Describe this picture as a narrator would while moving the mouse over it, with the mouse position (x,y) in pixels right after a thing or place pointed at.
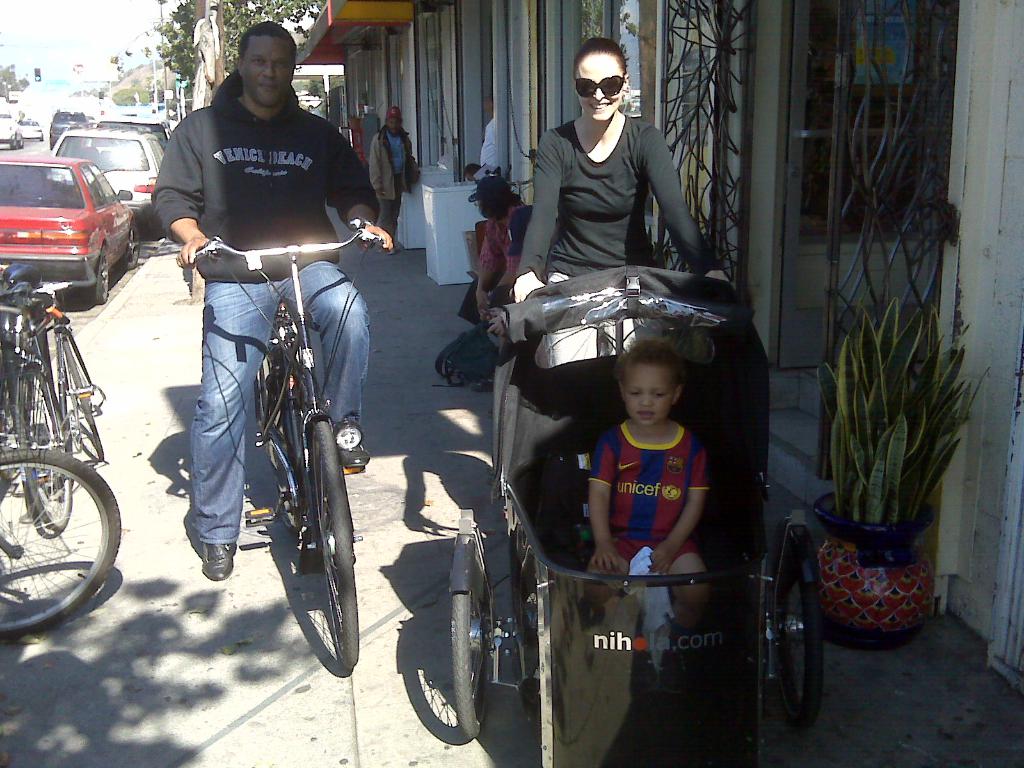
In this image, In the middle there is a man (270,246) riding a bicycle (264,398) which is in black color, In the right (737,619) there is a woman (594,234) standing and she is holding a cart (728,348) in black color, There is a boy (658,492) sitting in the cart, In the left side (67,504) there some bicycles (6,312) and cars (75,177), in the background (424,90) there are some walls (564,65) which are in white and black color, There is a fence (862,172) in black color.
